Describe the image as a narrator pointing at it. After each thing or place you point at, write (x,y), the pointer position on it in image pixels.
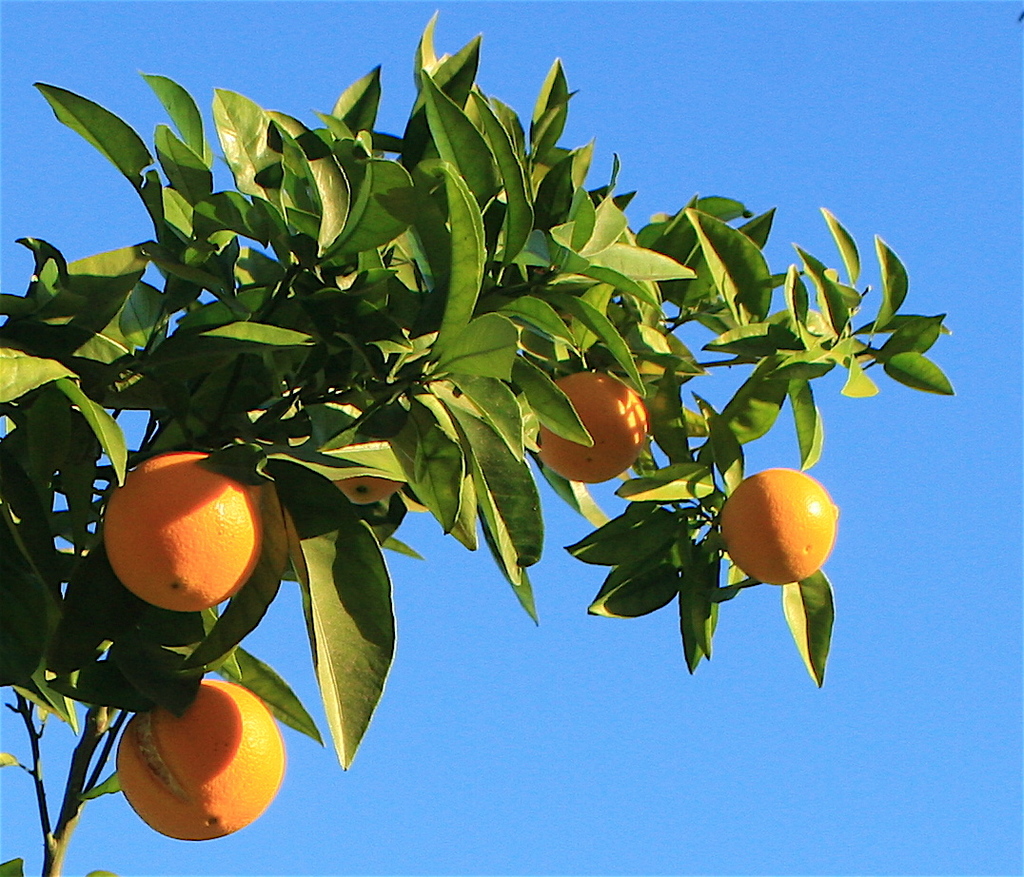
In this image I can see a tree (357,392) which is green in color and to it I can see few fruits (188,576) which are yellow and orange in color. In the background (582,685) I can see the sky (604,142).
